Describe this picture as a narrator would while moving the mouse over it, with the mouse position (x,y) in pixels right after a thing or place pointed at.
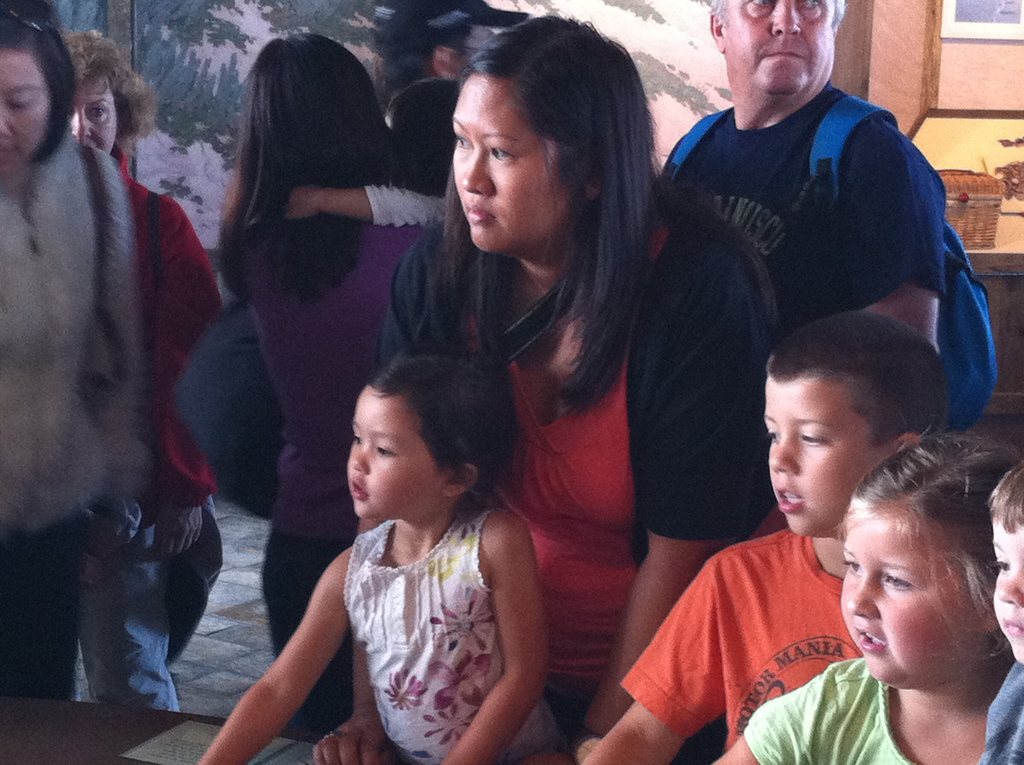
In this picture we can see some persons (707,479) standing here. This is the floor (231,615). He is carrying his backpack (943,329). And on the background (214,107) there is a wall (205,93).
